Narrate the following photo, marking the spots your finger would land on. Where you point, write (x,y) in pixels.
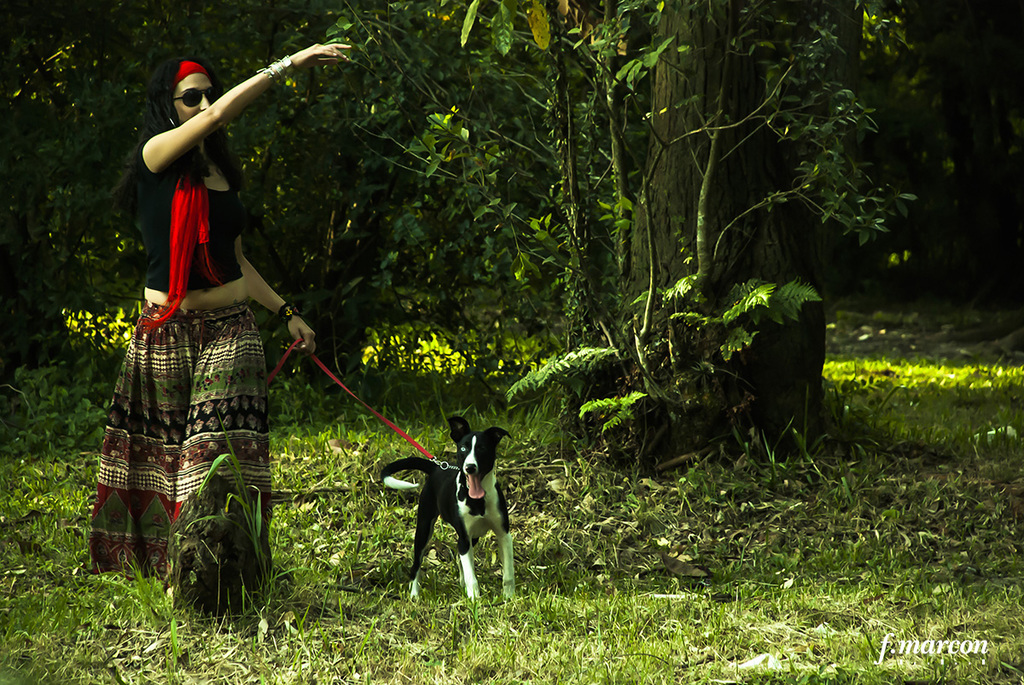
On the left side of the picture (225,411) there is a woman (180,252) walking holding a dog (433,511). In the foreground (428,646) there are plants (594,518) and grass (596,499). In the background (592,200) there are trees (559,101).
